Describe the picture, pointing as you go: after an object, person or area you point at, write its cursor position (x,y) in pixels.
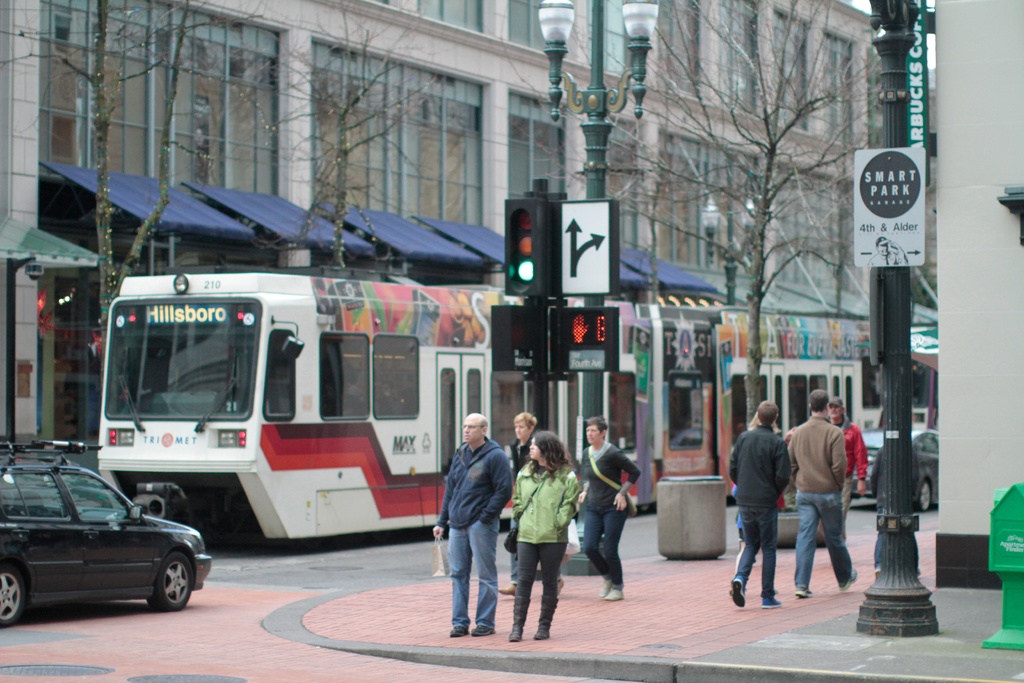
In this image I can see many vehicles (189,539) on the road (214,583). On both sides of the road (222,603) I can see the trees (749,112) and buildings (803,37). To the right (884,21) I can see the poles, boards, dustbins (700,518) and the group of people (612,518) with different color dresses (486,557). In the background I can see the sky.
